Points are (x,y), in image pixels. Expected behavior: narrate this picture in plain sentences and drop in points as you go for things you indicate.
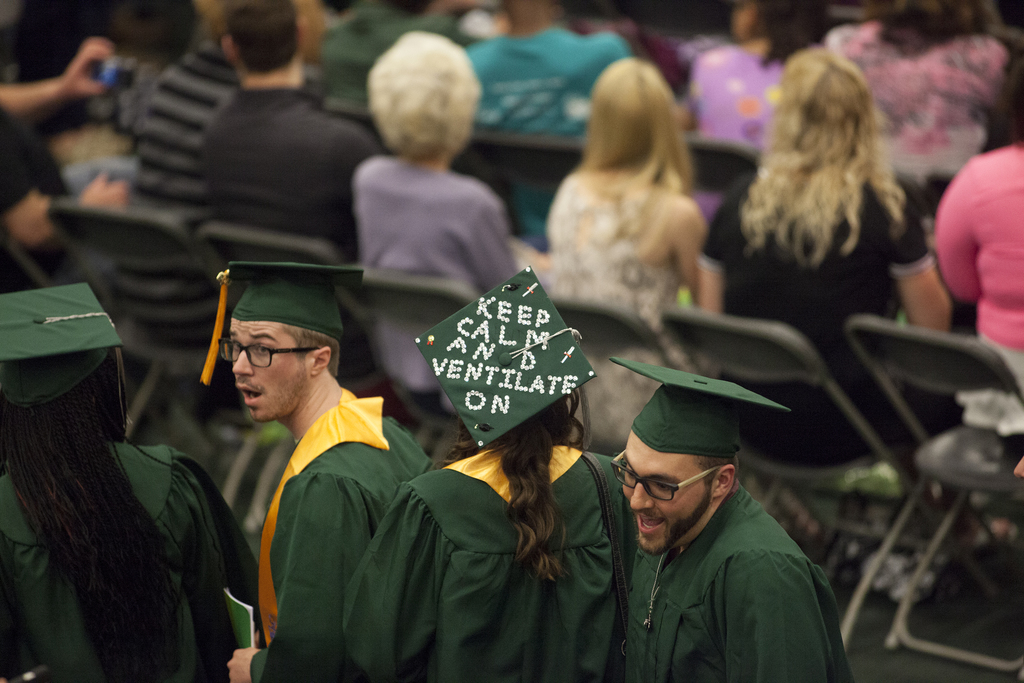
In this image, we can see four people (327,570) wearing green color dress (709,593) is standing. In the background (256,211), we can see group of people (458,249) sitting on the chair (177,258).
